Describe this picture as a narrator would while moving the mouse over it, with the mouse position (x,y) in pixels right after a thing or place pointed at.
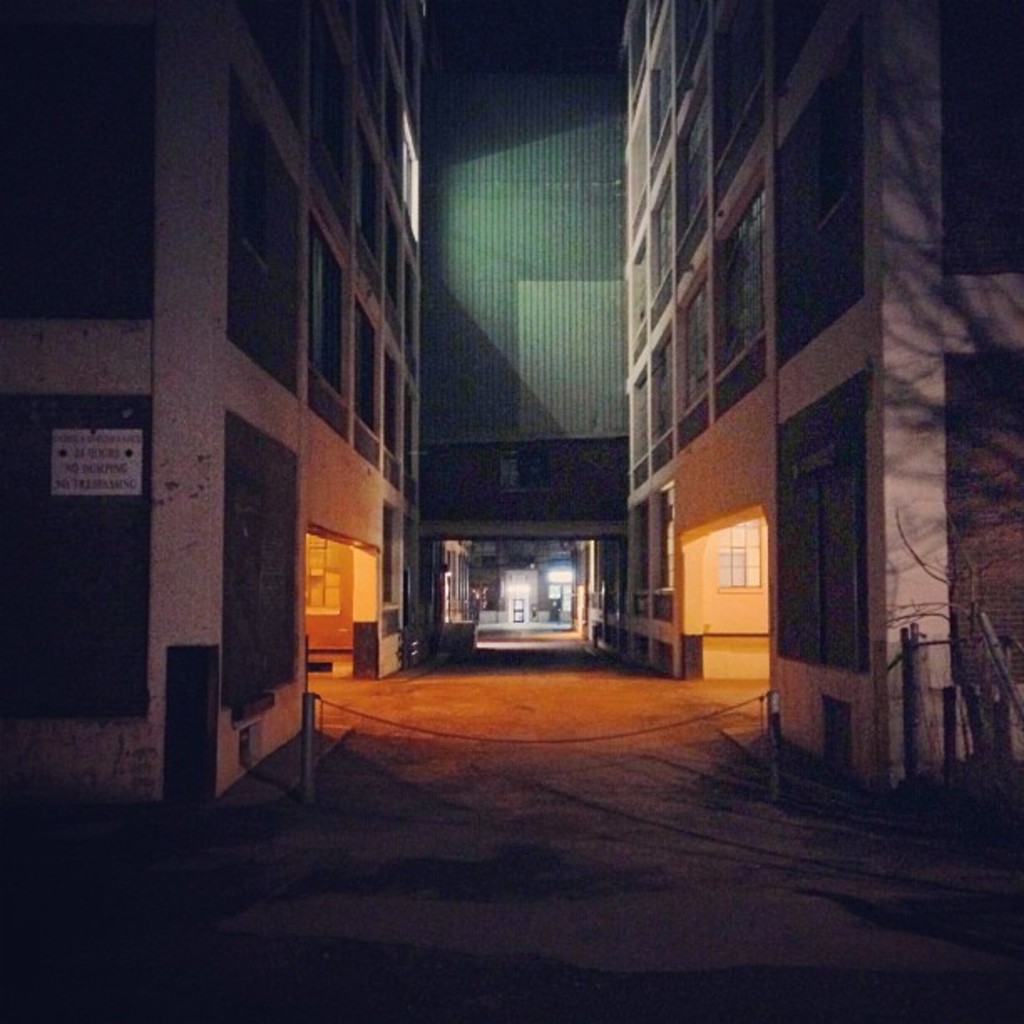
In this image we can see street (506,743) and there are buildings (421,222) on left (131,354) and right side of the image (686,402).
